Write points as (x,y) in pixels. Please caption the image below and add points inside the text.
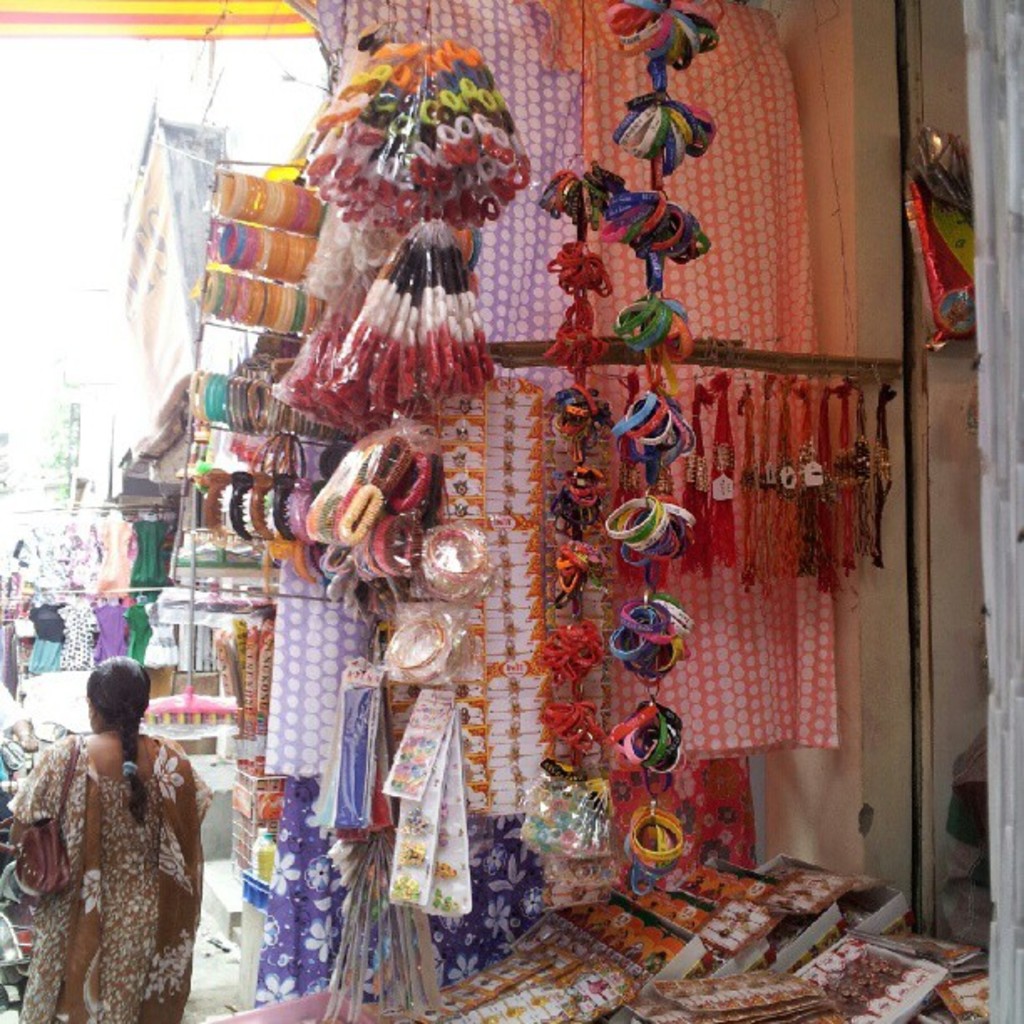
In this image there are few shops (497,386) in which there are dresses (45,638), bangles (255,370) and some other objects (354,488) are hanging in front of the shops (404,411), there are few objects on a table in front of one of the shops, there are two persons (102,856) and a bike (20,902) on the road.
